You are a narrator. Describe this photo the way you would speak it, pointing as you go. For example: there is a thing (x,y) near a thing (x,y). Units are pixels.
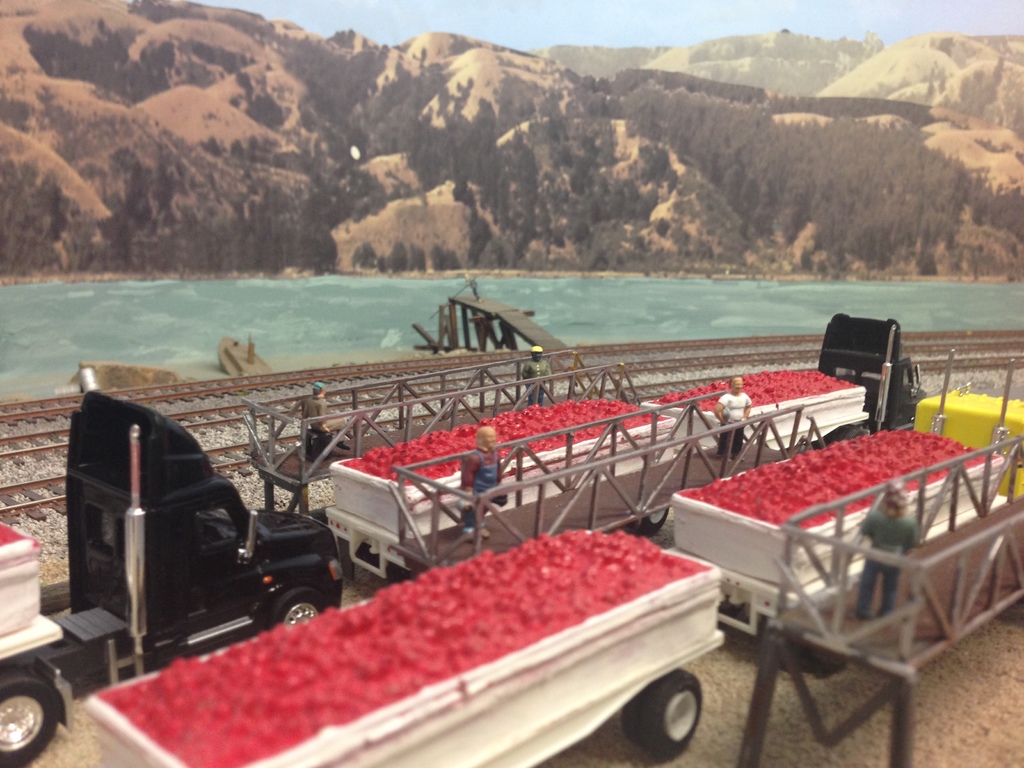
At the bottom of the image (500,680) there are trucks (554,693) with red color items (428,640). And also there are few men (888,517) standing. Behind the trucks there are tracks (19,463). Behind the tracks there is water (365,304). Behind the water (369,304) there are hills (367,178) with trees (459,185).
